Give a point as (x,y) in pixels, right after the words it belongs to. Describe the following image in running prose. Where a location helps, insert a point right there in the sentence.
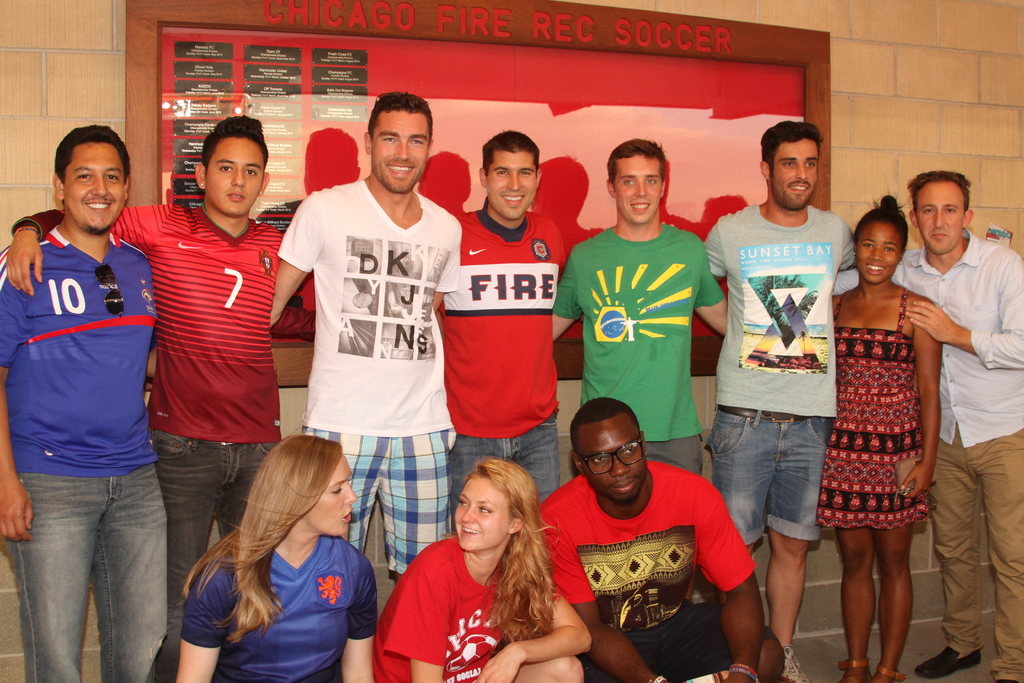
In this picture there are group of people (1017,281) those who are standing in the center of the image (653,243) and there is a poster (591,71) in the background area of the image (569,73).
